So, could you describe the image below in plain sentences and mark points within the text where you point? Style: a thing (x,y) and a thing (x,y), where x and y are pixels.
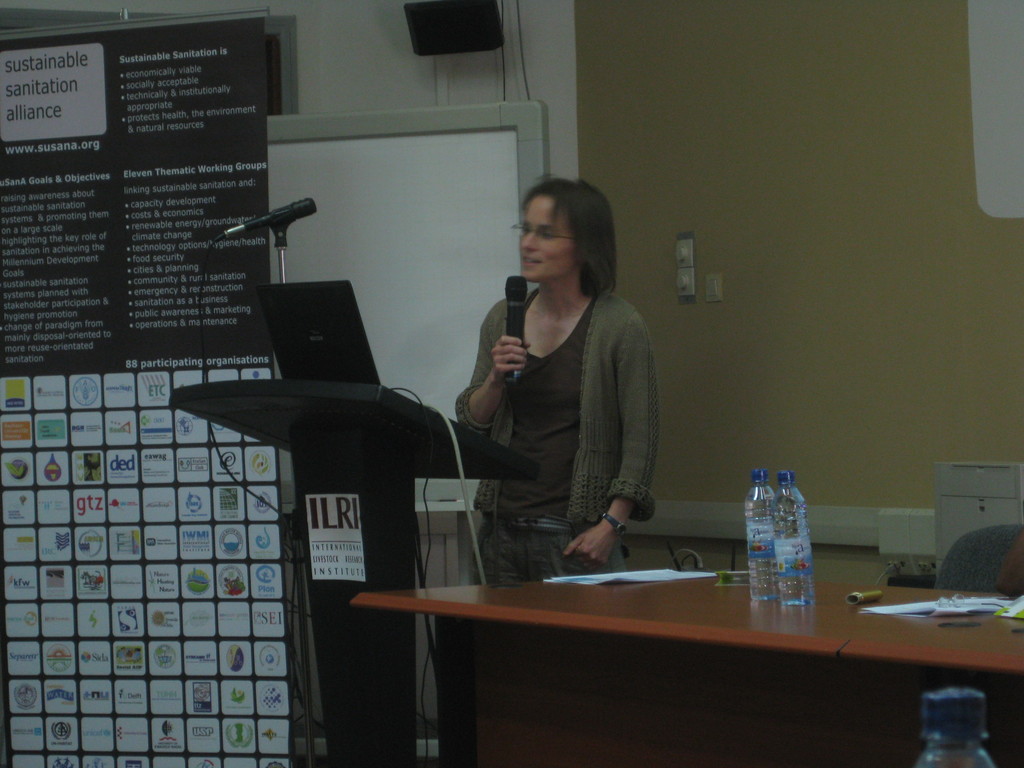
In this image we can see a woman (493,564) standing in front of a desk (401,496). She is holding a microphone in her hand (495,362) and she is speaking. This is a wooden table (749,620) where bottles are kept on it and there is a hoarding (31,259) which is on the left side (159,317).
